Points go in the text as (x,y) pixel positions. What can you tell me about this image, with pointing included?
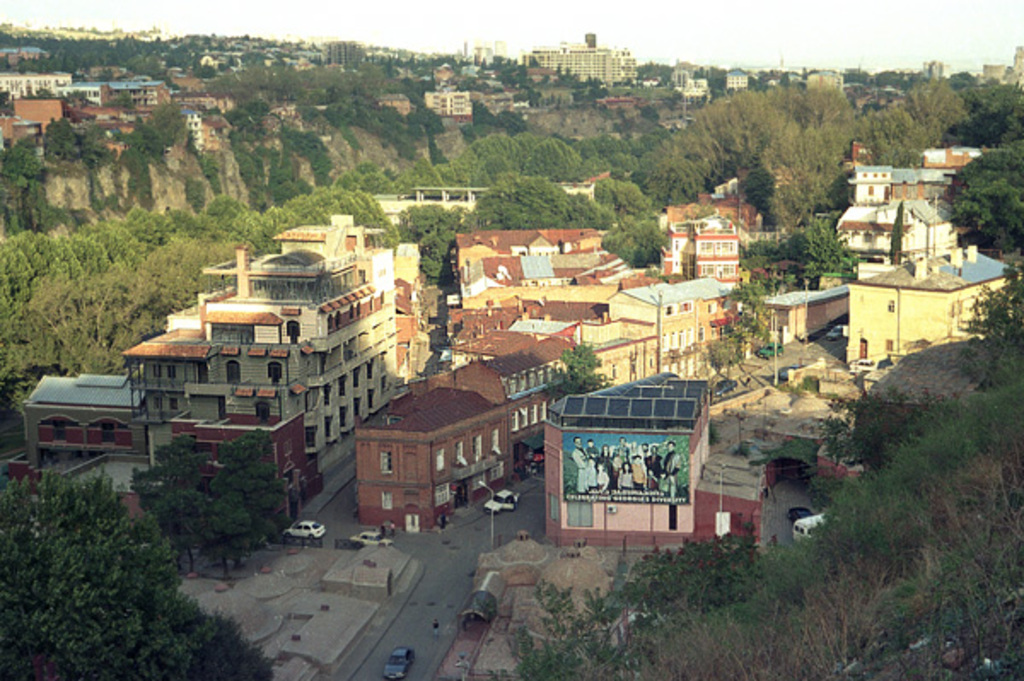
In this image I can see the buildings (463,376) and many trees (253,476). To the side of few buildings (381,469) I can see the road (424,556). On the road (437,536) there are many vehicles (369,535). I can also see the boards (588,468) to the buildings (416,516). There are few poles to the side. In the background (456,193) I can see few more trees (256,197), buildings (404,102) and the sky (516,52).
